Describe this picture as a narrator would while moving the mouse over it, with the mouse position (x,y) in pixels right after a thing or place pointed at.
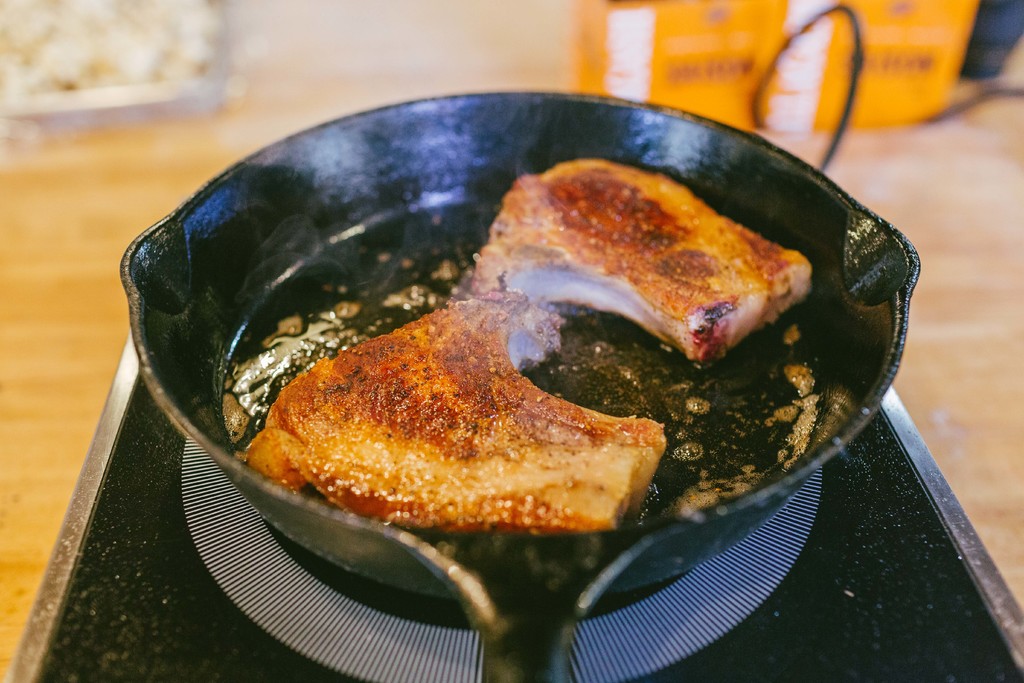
In this picture I can see food item (513,343) in the pan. I can see induction cooktop (371,635).
